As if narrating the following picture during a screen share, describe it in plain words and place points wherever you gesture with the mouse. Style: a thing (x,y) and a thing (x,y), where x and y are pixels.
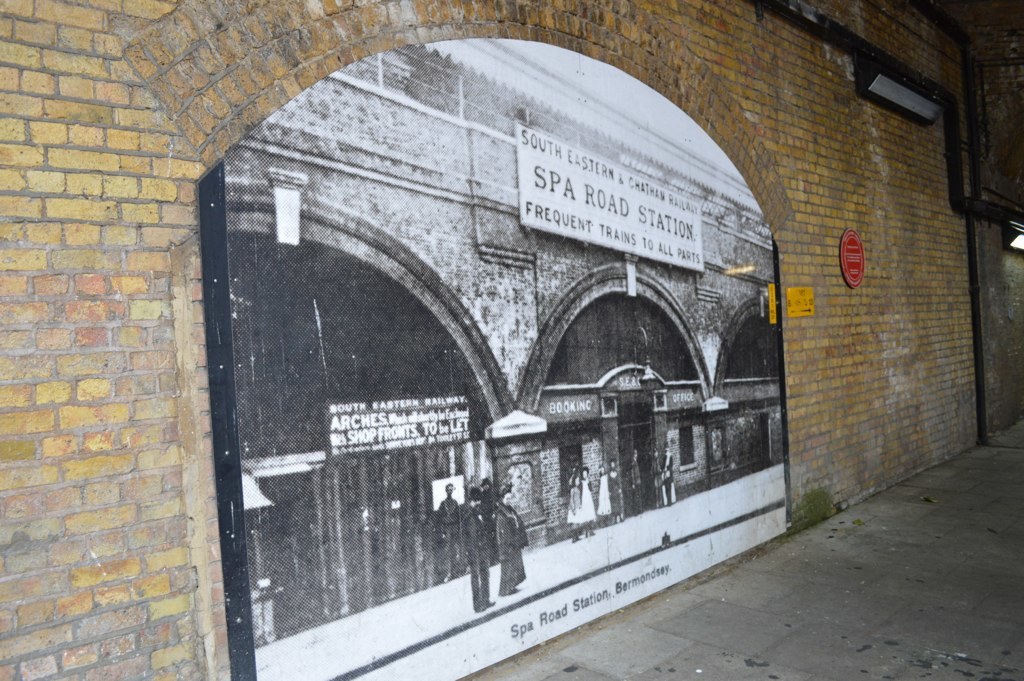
In this image we can see a wall (48,428). There is a poster (297,426). At the bottom of the image (671,610) there is a road (883,669).
